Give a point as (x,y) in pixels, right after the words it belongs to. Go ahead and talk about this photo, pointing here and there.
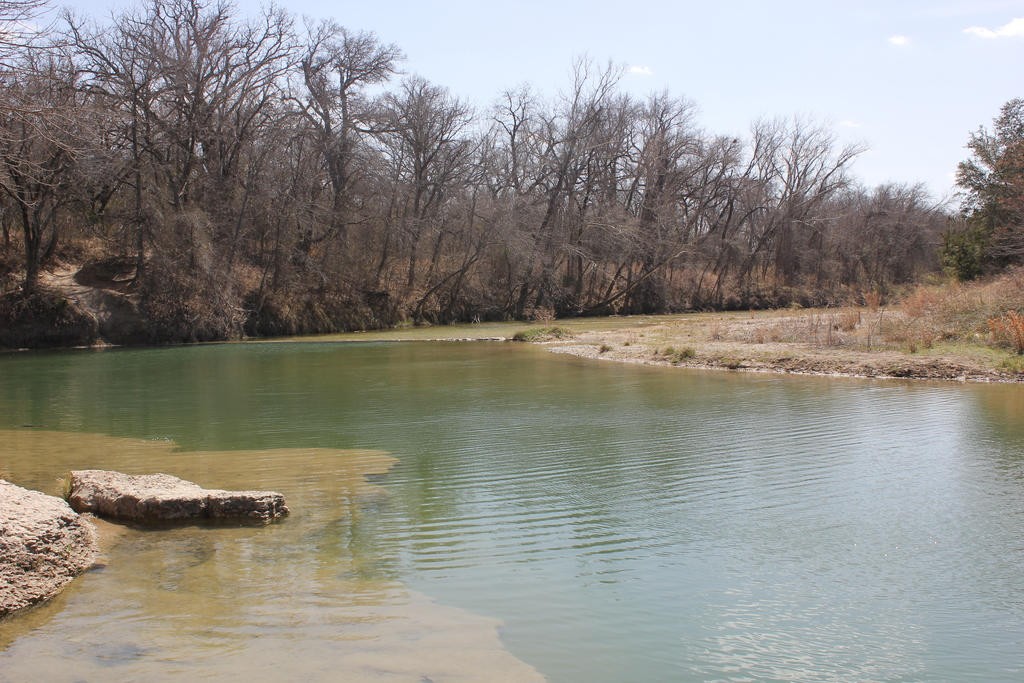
This image consists of water (436,487). On the left (14,537), there are rocks (2,544). On the right (923,291), there are small plants (1002,335) and grass (971,349) on the ground (839,334). In the background (160,217), there are many trees (488,208). At the top (807,37), there are clouds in the sky (824,32).
